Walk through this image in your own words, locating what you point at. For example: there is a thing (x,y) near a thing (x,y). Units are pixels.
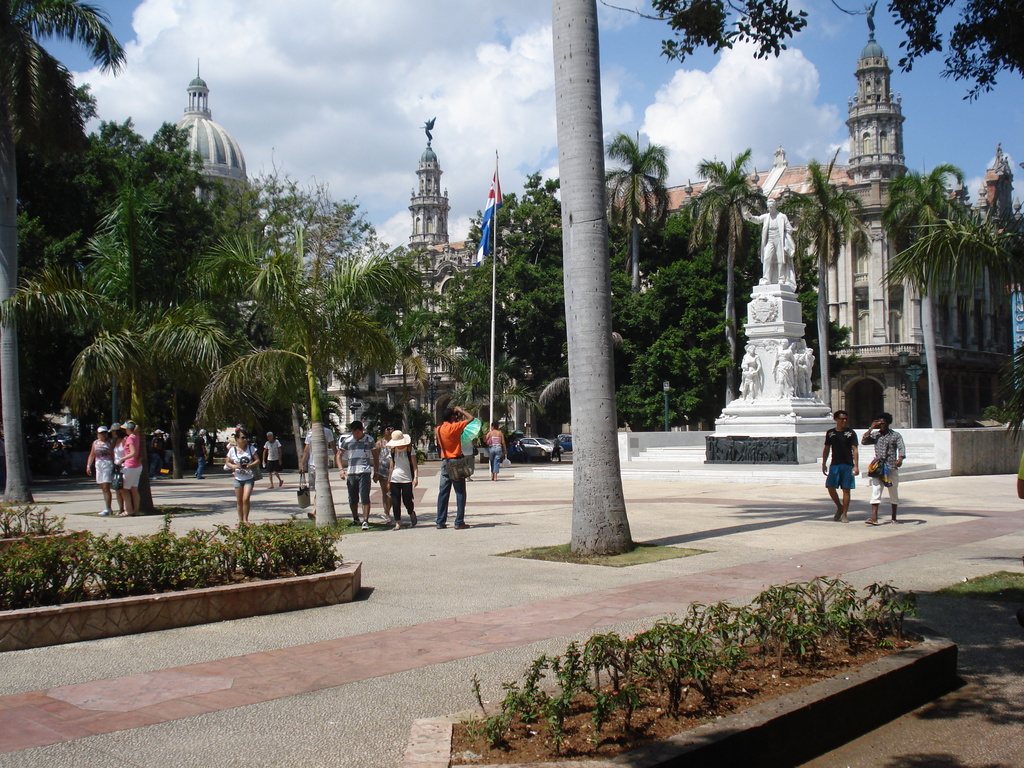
In this picture there is a group of boys and girls (362,503) walking in the ground (271,621). In the front (289,535) there are some plants (307,543) and trees (595,504). Behind there is a white color statue (780,368). In the background (885,162) there is a white building (867,229) with dome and beside some trees (839,208).
